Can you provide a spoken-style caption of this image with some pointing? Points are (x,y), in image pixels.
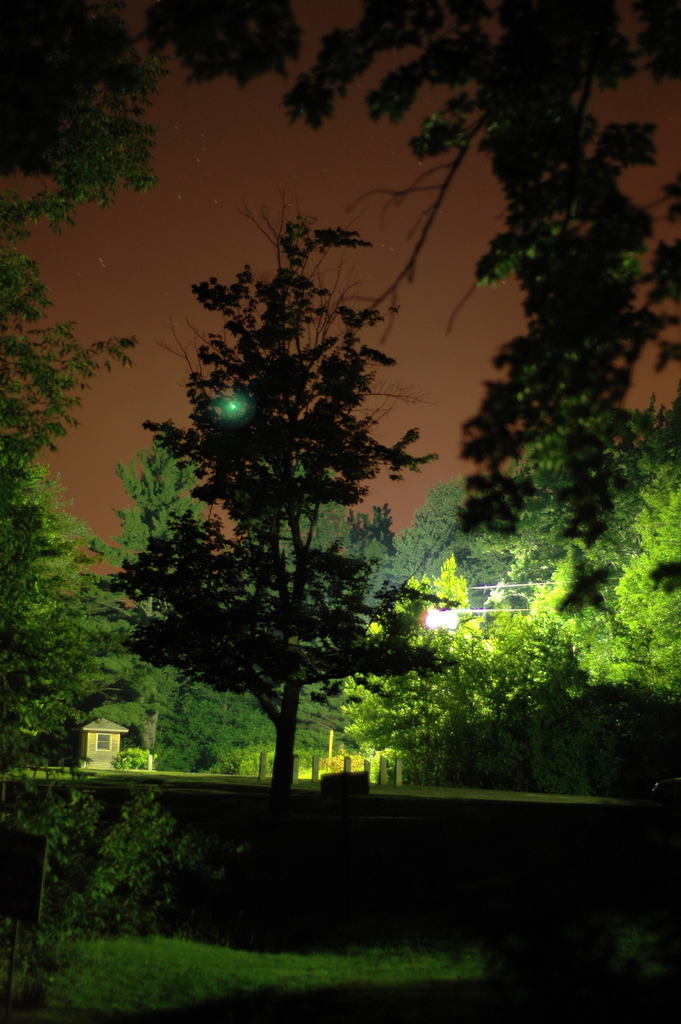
In the center of the image (311,552) there is a tree (256,626) on the grass (269,794). In the background (260,770) we can see trees (539,726), pole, shed (113,753) and sky (187,239).
